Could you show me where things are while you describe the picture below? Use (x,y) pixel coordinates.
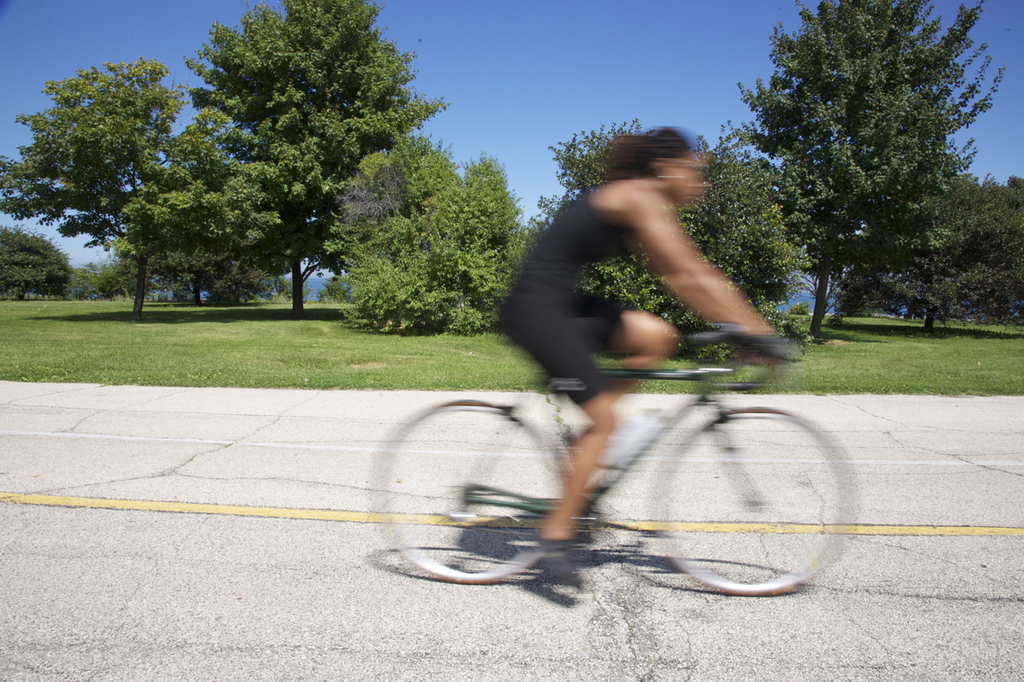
In this picture we can see a person (596,386) is riding bicycle (517,545) on the road (384,584), in the background (282,378) we can see grass (175,321) and few trees (449,217).
